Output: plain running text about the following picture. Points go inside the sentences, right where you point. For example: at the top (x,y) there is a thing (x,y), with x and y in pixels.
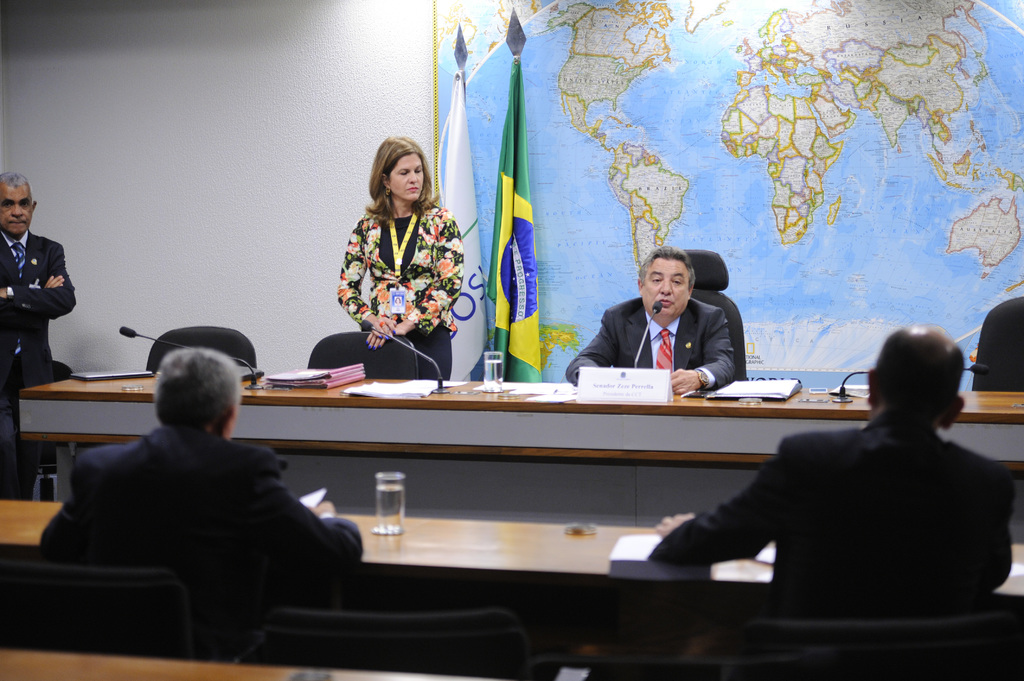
In this picture we can see man (635,310) sitting on chair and talking on mic (646,341) and beside to his woman (363,242) and other man (18,270) standing and listening to him and in front of him on table (490,394) we have glasses (500,374), name boards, files (564,385), mics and in background (537,260) we can see flags (512,153), world map (574,92), wall (218,131) and in front we can see other persons (258,560) also sitting.
